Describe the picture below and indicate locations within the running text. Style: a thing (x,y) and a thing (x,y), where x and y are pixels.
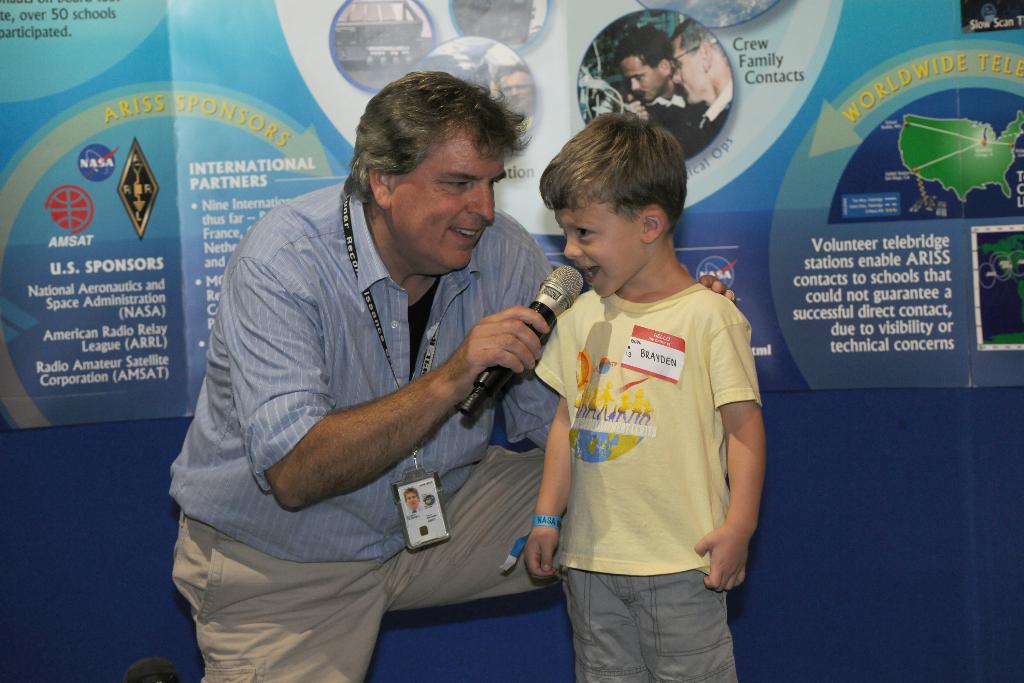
In this picture I can see a person (439,390) holding mike (547,316) and keeping in front of a boy (704,552), behind I can see a poster (738,94) on which there are some text (888,80) and pictures (698,130).
